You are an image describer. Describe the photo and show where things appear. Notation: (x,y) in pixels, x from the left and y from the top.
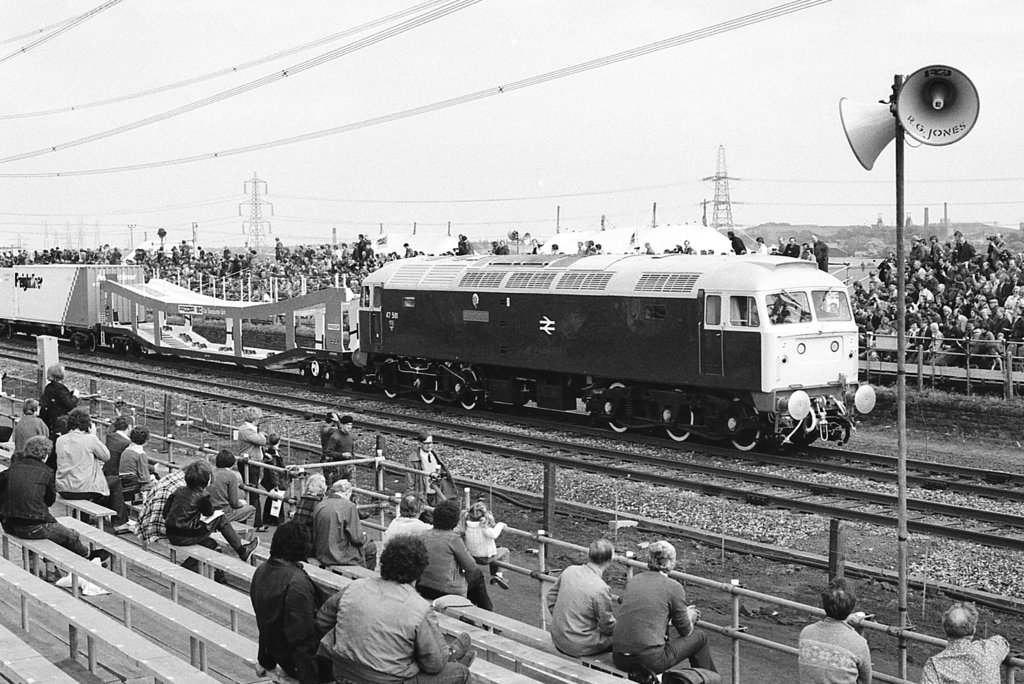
In this picture I can see there is a train (341,372) moving on the track (543,436) and there are many people (274,541) on the left (223,540) and right side of the tracks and in the backdrop (719,149) there are electric towers (723,158) and they have cables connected and the sky (170,66) is clear.
